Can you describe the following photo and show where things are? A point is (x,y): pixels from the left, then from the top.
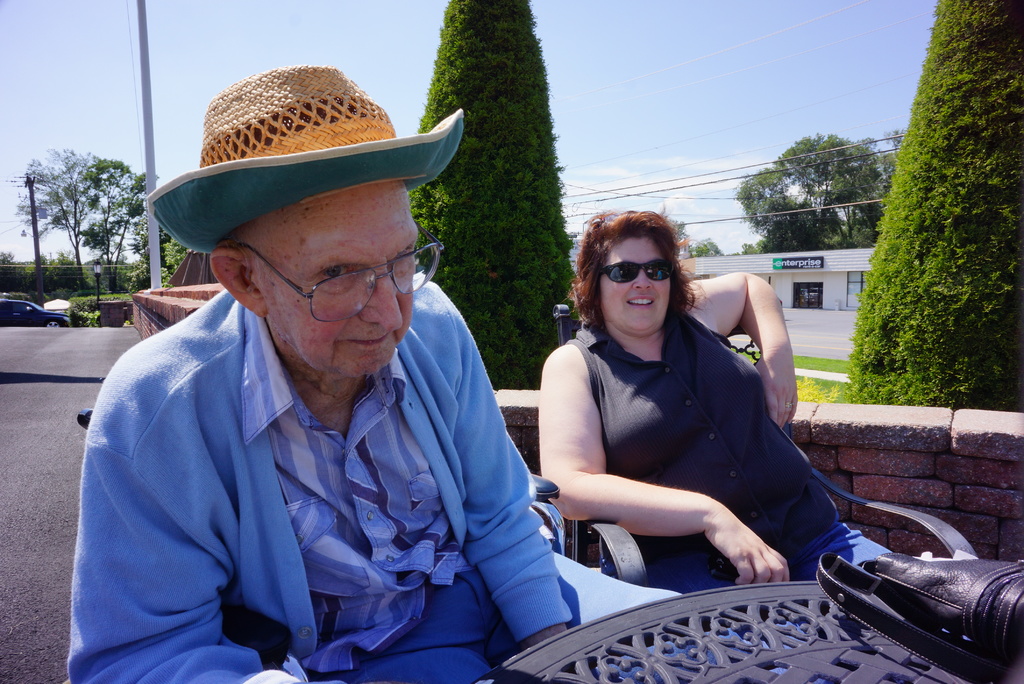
In this image there is a woman (676,513) and a man (430,534) sitting on chairs (636,539), in front of them there is a table (821,637), on that table (823,670) there is a bag (925,616), behind the women (597,437) there is a wall (984,414) and trees (975,318), in the background (779,281) there is a building (818,277) trees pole (147,131) and a sky (613,60).
